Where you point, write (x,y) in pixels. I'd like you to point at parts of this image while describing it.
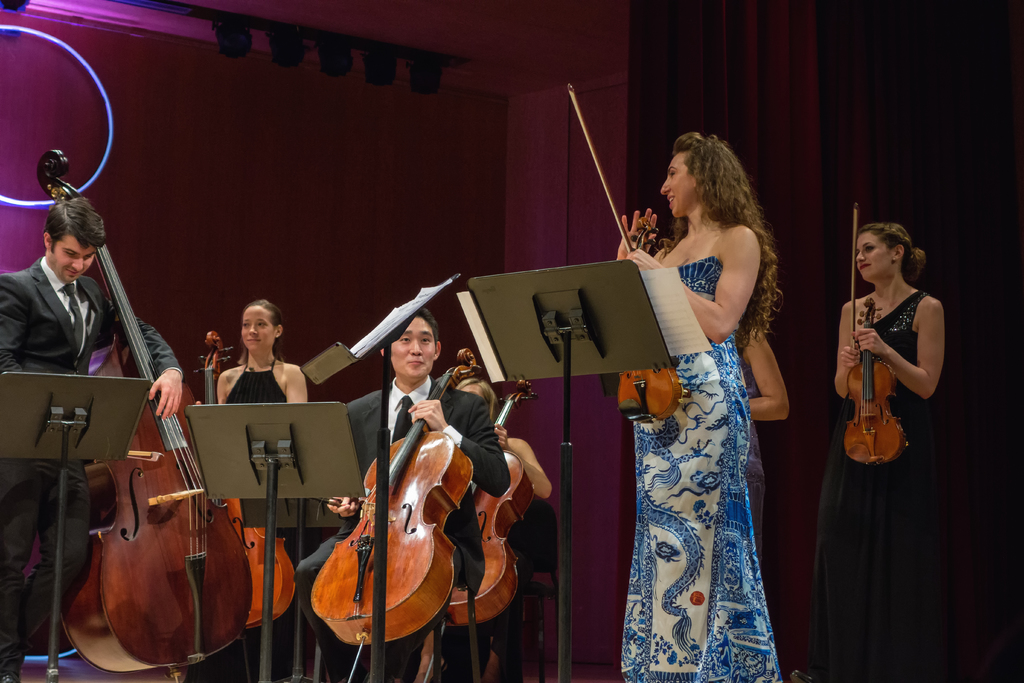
As we can see in the image there is a curtain (802,117) and few people (768,374) holding string instruments (148,546).
